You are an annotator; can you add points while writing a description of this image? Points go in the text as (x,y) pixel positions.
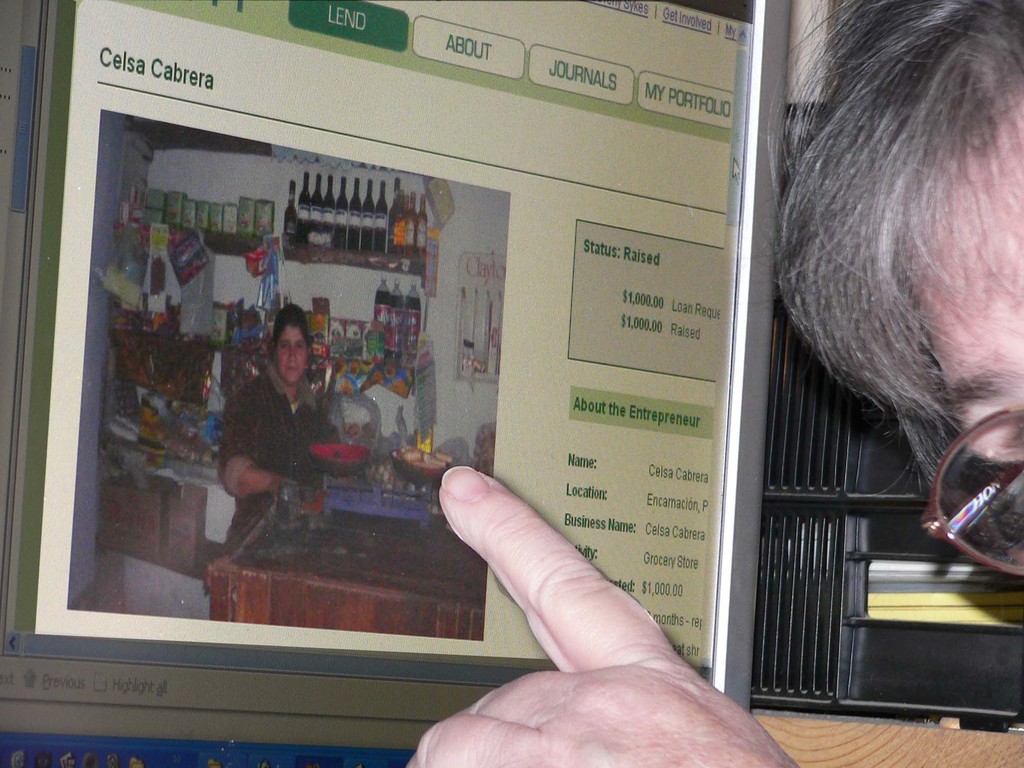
On the right (962,139) we can see a person (983,291) who is wearing spectacle (943,490) and he is putting his finger (577,569) on this screen (435,424). On the screen (312,320) there is a woman (262,415) who is standing near the table (342,528). Here we can see box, bottles (396,304), papers (196,298), plastic covers (238,327), pan (427,474) and other objects (325,376). On the bottom right corner (835,727) there is a desk (912,744).
